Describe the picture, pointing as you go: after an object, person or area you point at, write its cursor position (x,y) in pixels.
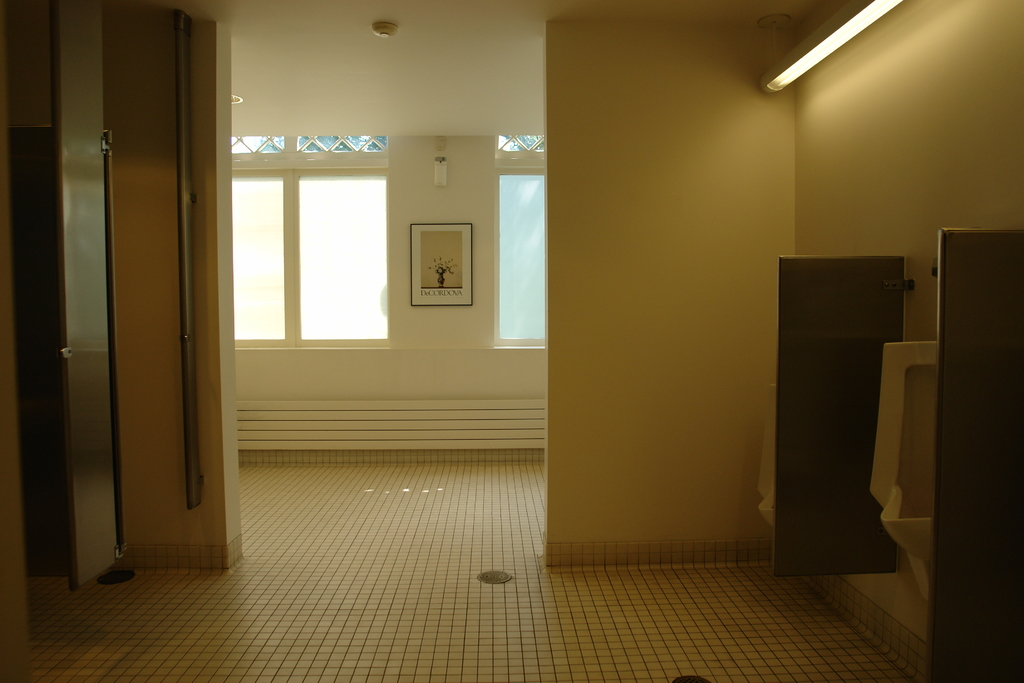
This picture is clicked inside the room (465,602). In the middle of the picture (431,331), we see a white wall (408,267) on which photo frame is placed. Beside that, there are windows (336,307). In the top right of the picture (793,75), we see tube light (869,23) and in the bottom right of the picture (767,471), we see urinals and on the left corner of the picture (72,194), we see a door (82,197) in brown color.
